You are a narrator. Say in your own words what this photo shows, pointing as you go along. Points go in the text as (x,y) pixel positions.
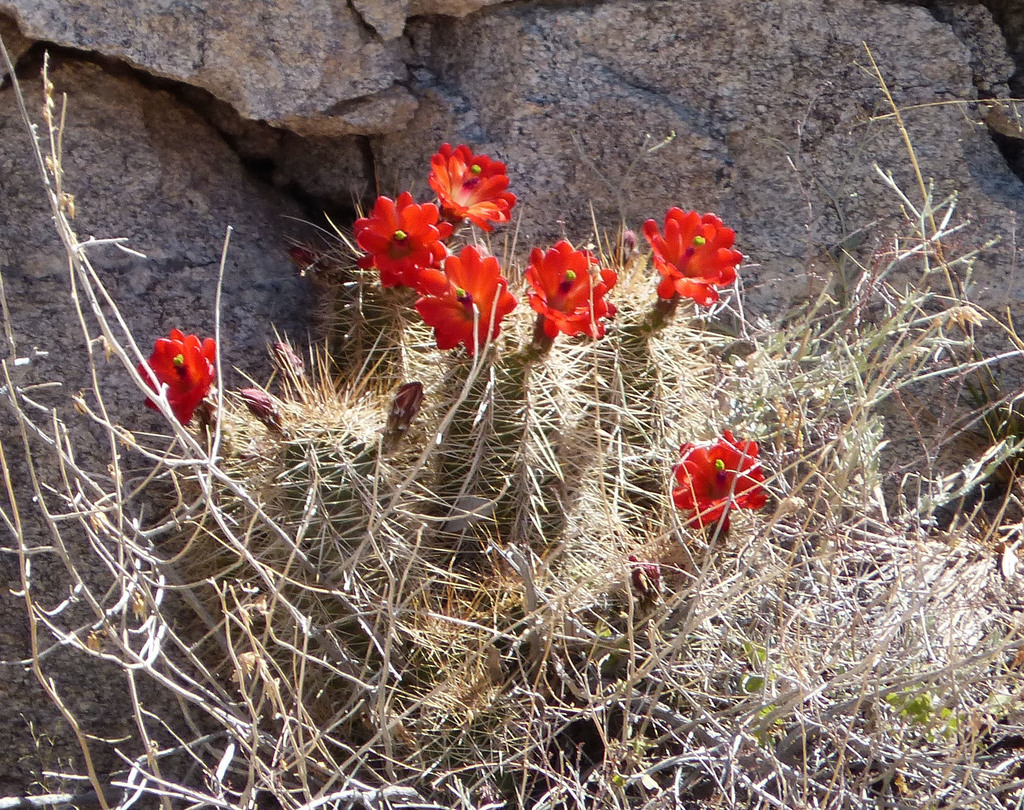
In this picture I can see a plant (473,390) with flowers (454,320), and in the background (799,42) there are rocks (898,223).
